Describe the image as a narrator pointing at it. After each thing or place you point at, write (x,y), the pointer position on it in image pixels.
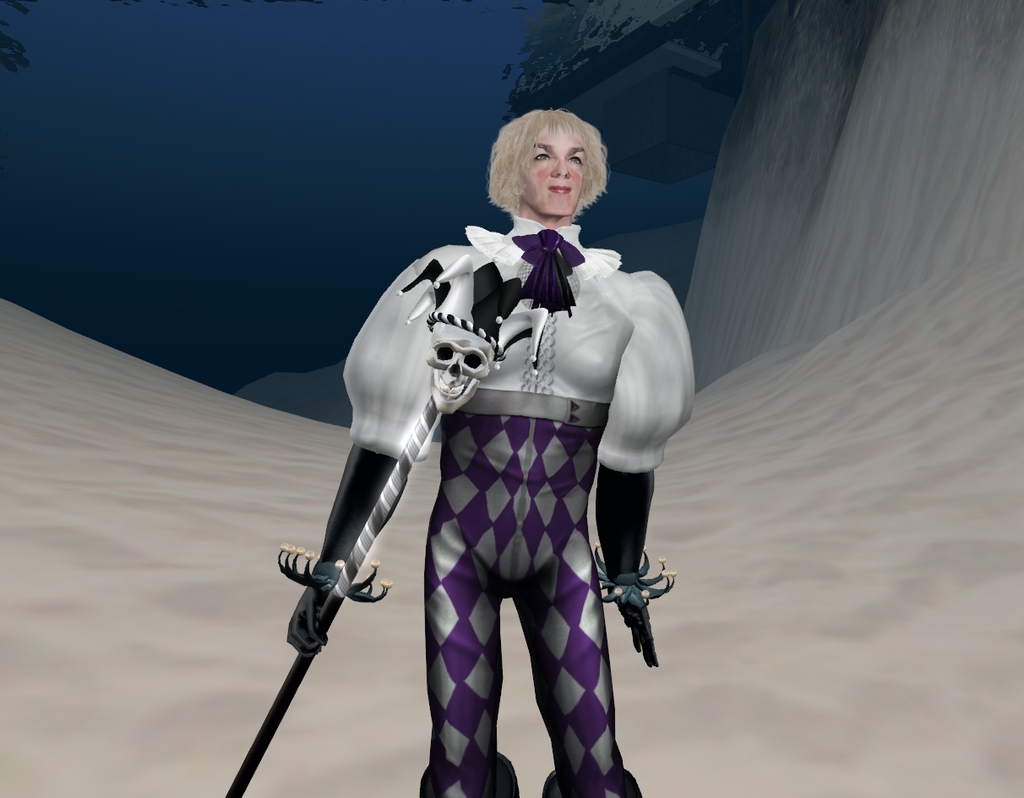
This is the picture of a cartoon (470,549) with short hair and different costume (514,770) and it has something in the hands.
